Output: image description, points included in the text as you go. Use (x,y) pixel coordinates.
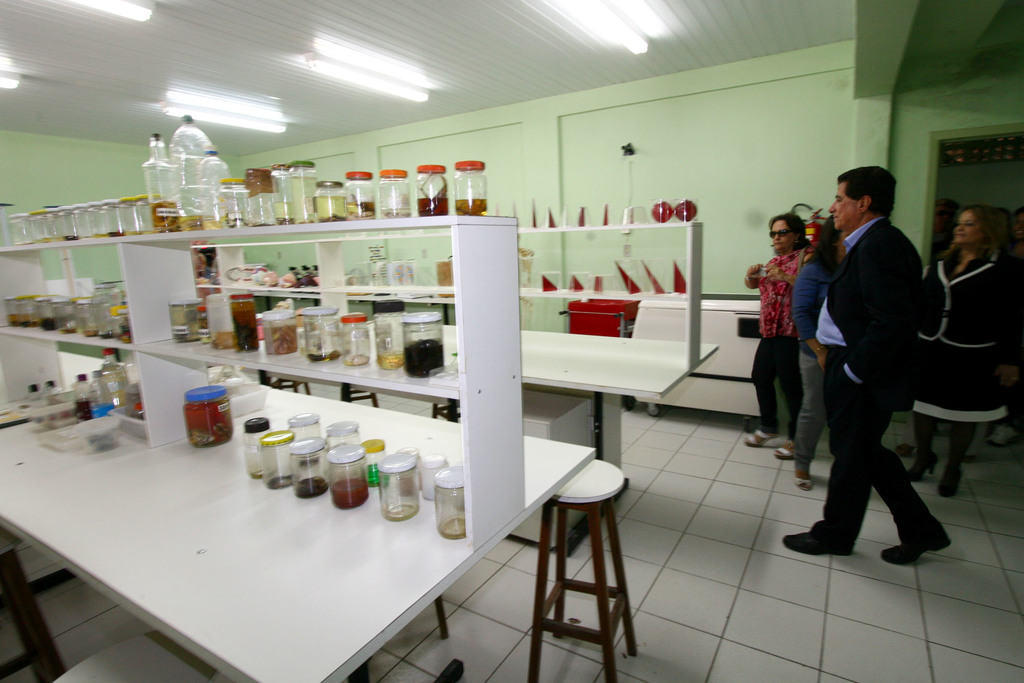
In this image i can see some bottles (415,328) on a wood rack (146,290), a chair (600,485) at the right side (824,368) there are three women (821,263) and a man (857,285) standing, at the back ground (768,166) there is a wall (706,90), at the top there is a light (638,42).
